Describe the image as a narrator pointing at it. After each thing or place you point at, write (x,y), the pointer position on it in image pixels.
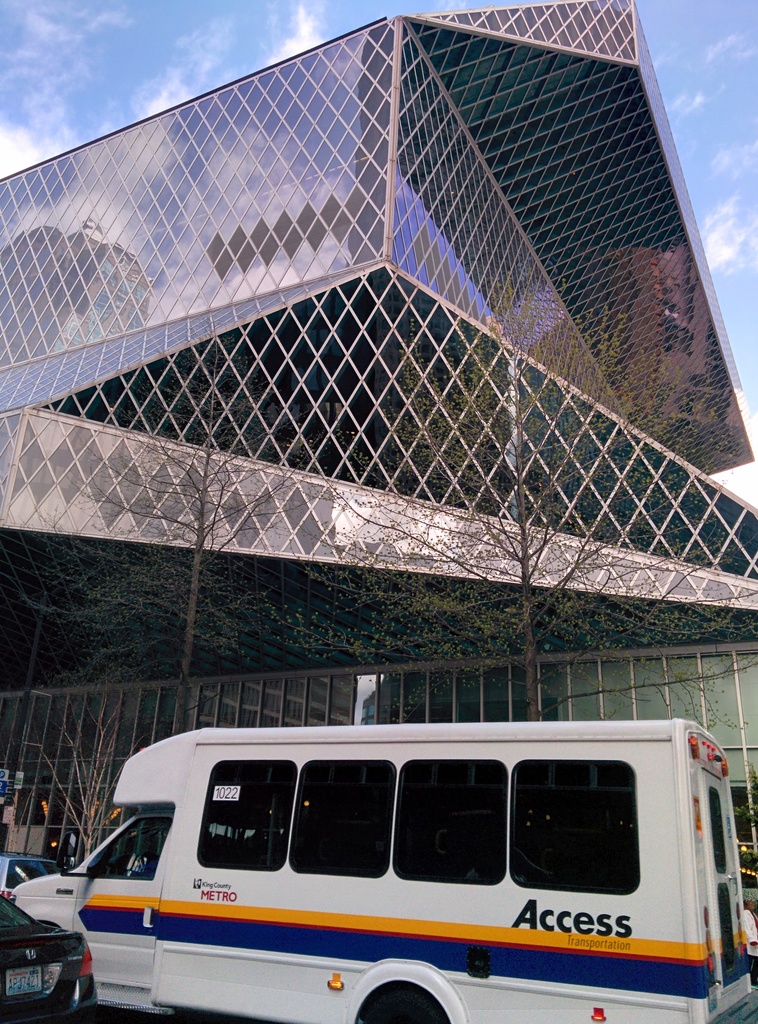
In this image, in the middle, we can see a vehicle (537,773) which is placed on the road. On the left corner (44,943), we can also see another vehicle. In the background (192,660), we can see metal grill (697,693), building (445,552), glass building (459,541). At the top (688,81), we can see a sky (40,108) which is a bit cloudy.
